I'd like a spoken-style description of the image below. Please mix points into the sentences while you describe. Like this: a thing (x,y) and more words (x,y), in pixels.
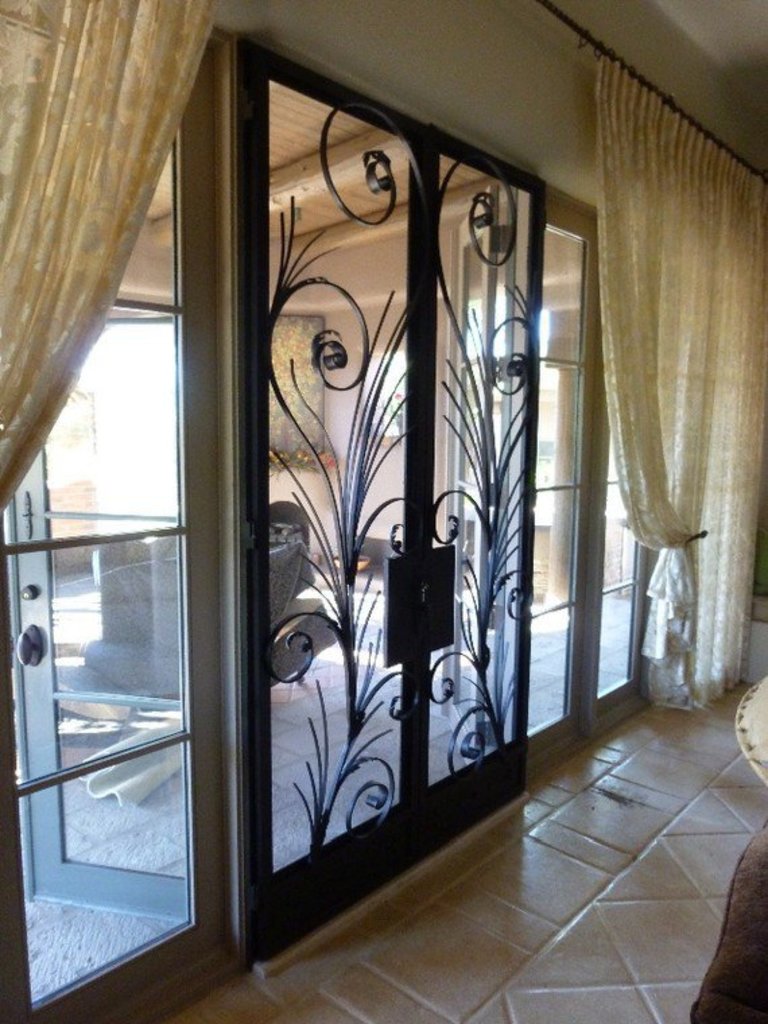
In this picture i can see the inside view of the house (583,871). On the left (138,237) i can see the windows (541,381) and doors (88,752). Behind the door (259,699) i can see the couch (288,666). In the bottom right corner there is a table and chair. On the right (734,421) i can see the cloth (630,365) which is hanging from this pipe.
